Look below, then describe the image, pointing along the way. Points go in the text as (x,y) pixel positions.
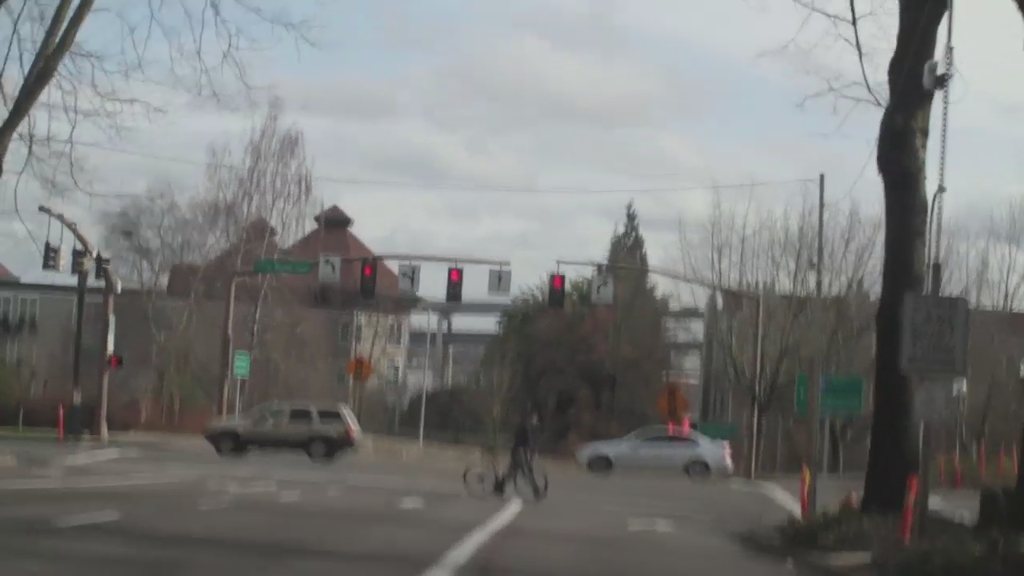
This picture is slightly blurred, where I can see two cars (624,462) and a bicycle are moving on the road (673,498). Here we can see trees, traffic signal poles (552,286), caution boards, houses (92,337) and the cloudy sky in the background (472,169).
